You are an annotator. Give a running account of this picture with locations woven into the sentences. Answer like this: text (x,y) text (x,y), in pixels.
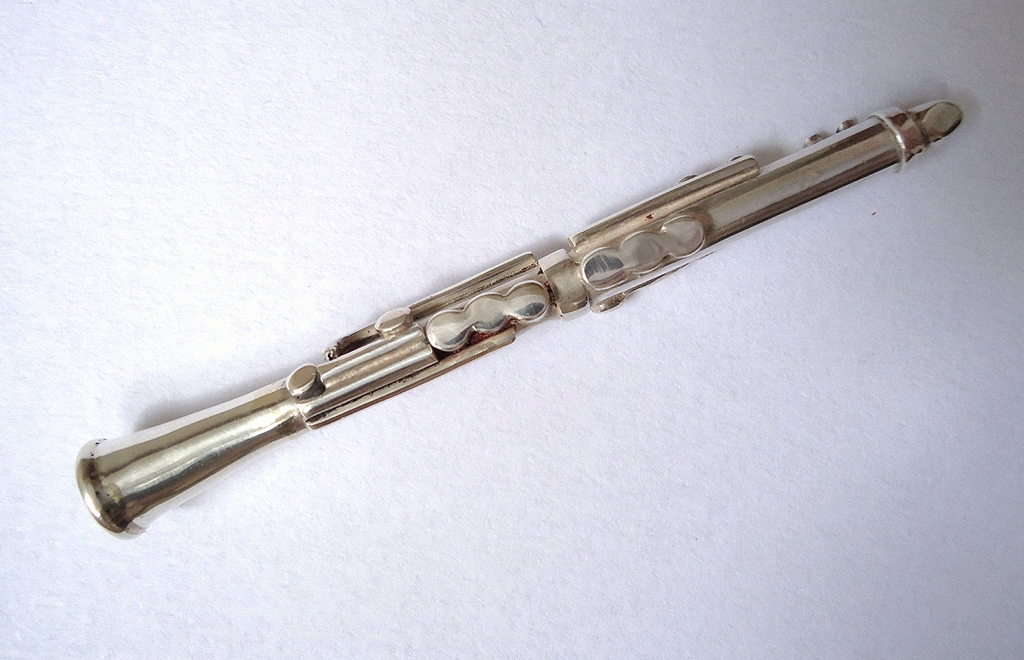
In the center of the image (591,264) we can see a metal object (585,253) placed on the surface (614,414).
